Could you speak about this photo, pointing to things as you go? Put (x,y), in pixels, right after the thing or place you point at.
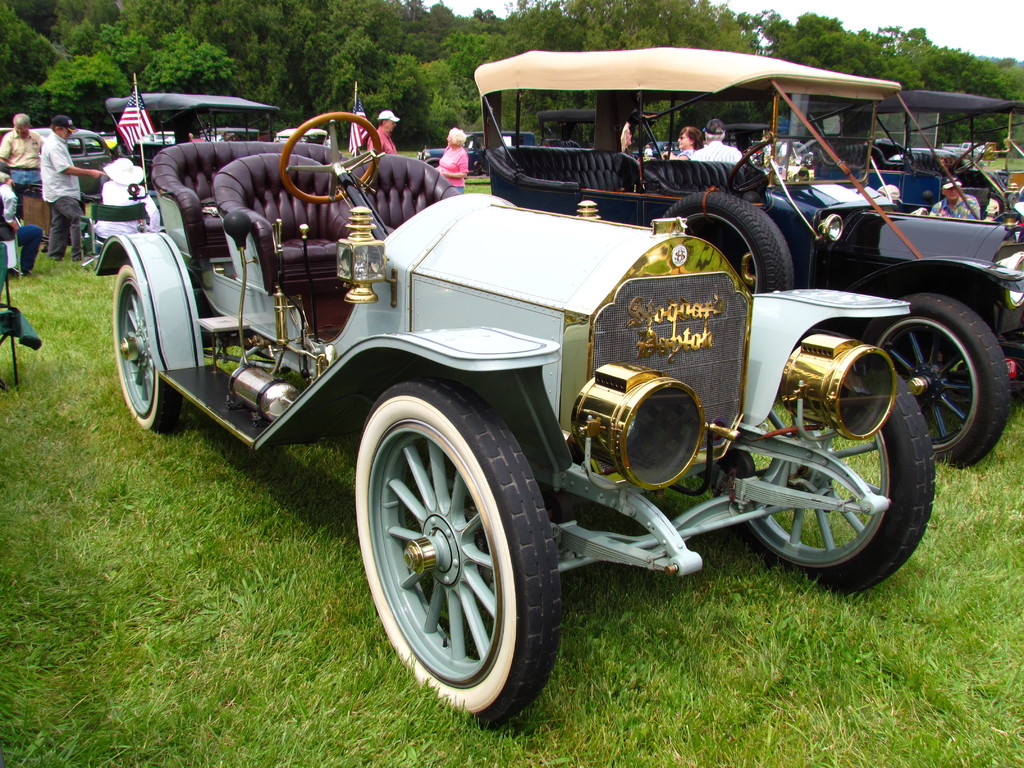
In this image I can see few vehicles (533,148) in the garden (701,616). They are in different color. I can see flags (126,136) and few people (123,160) around. Back I can see trees (837,27).
